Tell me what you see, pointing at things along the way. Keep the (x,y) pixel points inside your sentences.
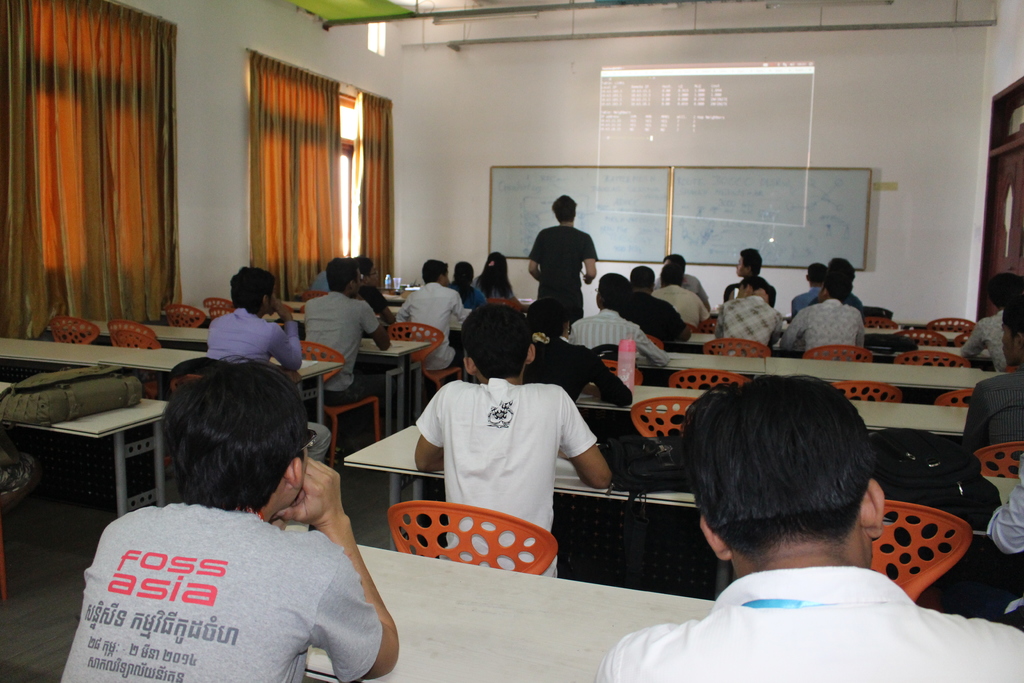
This is looking like a classroom (504,153). There are people (492,423) sitting on the chair (717,380). There are tables (544,604) in the classroom (537,400). And on one table (647,390) there is one bottle (632,364). On the side wall (286,159) there are curtains (288,179). And in other wall (442,159) there are two boards (727,231). And also a screen (759,84) is displayed on the wall (587,288). And a person (562,265) wearing a black dress (563,262) is standing there.
